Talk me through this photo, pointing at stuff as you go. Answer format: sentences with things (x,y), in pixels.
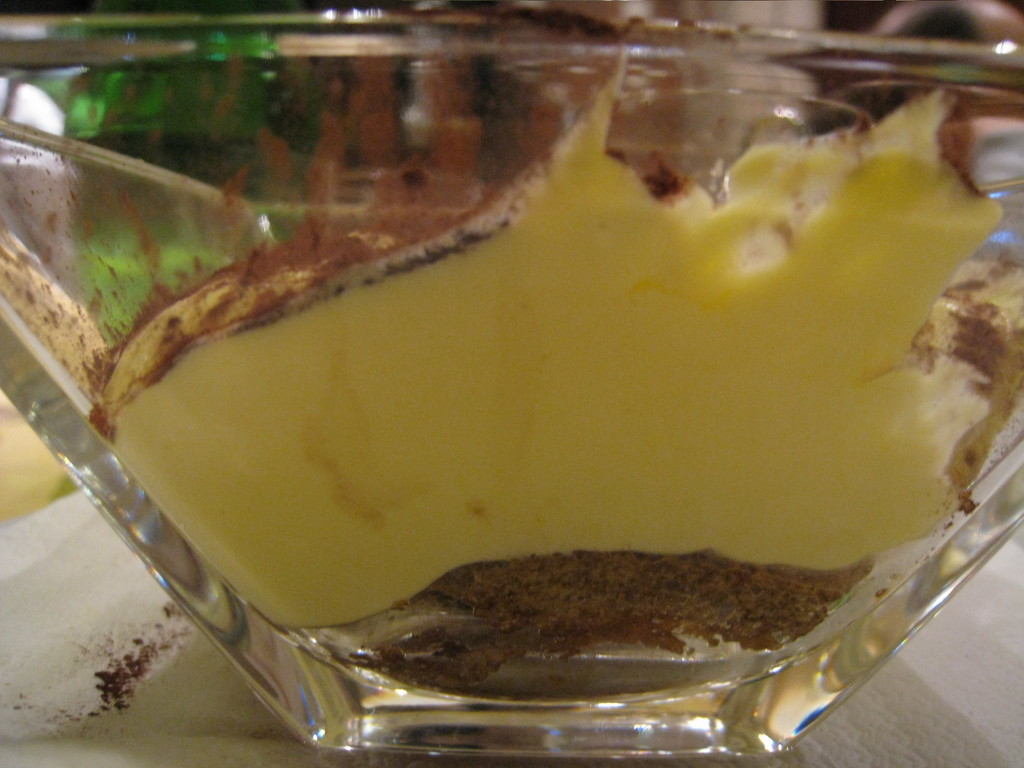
This image consist of food (535,343) which is in the bowl (61,301) and the background (174,94) is blurry.
